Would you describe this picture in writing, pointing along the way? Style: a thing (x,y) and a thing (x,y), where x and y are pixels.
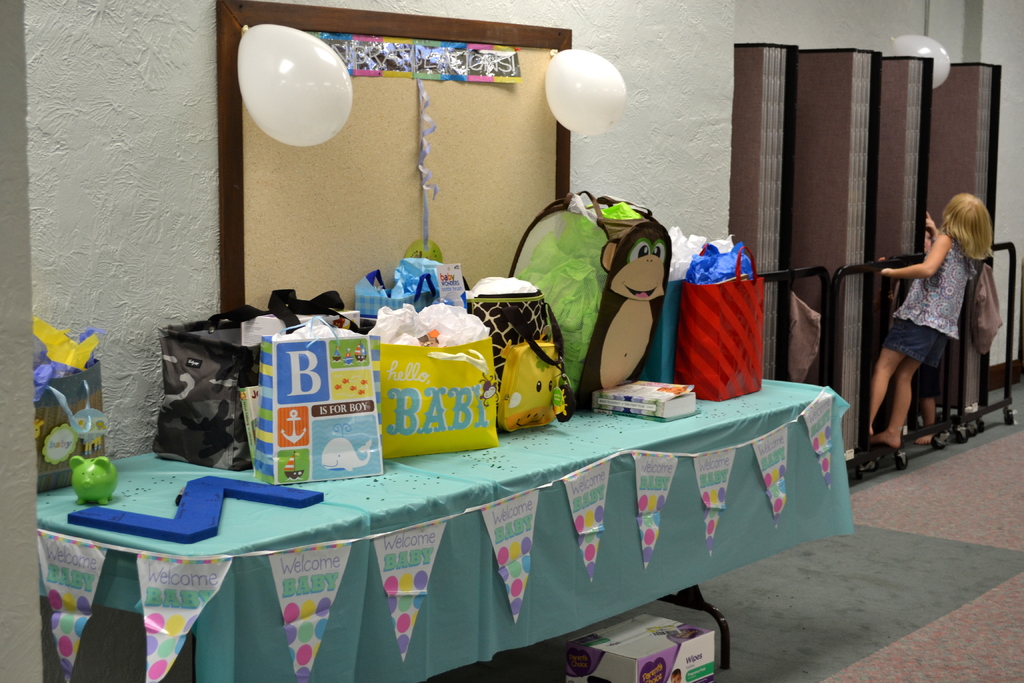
In this image, There is a table (775,425) which is covered by a blue color cloth (800,437) and on that table (374,496) there are some bags (538,330) and there is a object (201,519) which is in dark blue color, In the right side (886,382) there is girl (944,287) standing and holding a black color cart (874,269), in the background (706,71) there is a wall (166,34) of white color and there a brown color partition (868,244) and there three balloons (584,92) in white color.
